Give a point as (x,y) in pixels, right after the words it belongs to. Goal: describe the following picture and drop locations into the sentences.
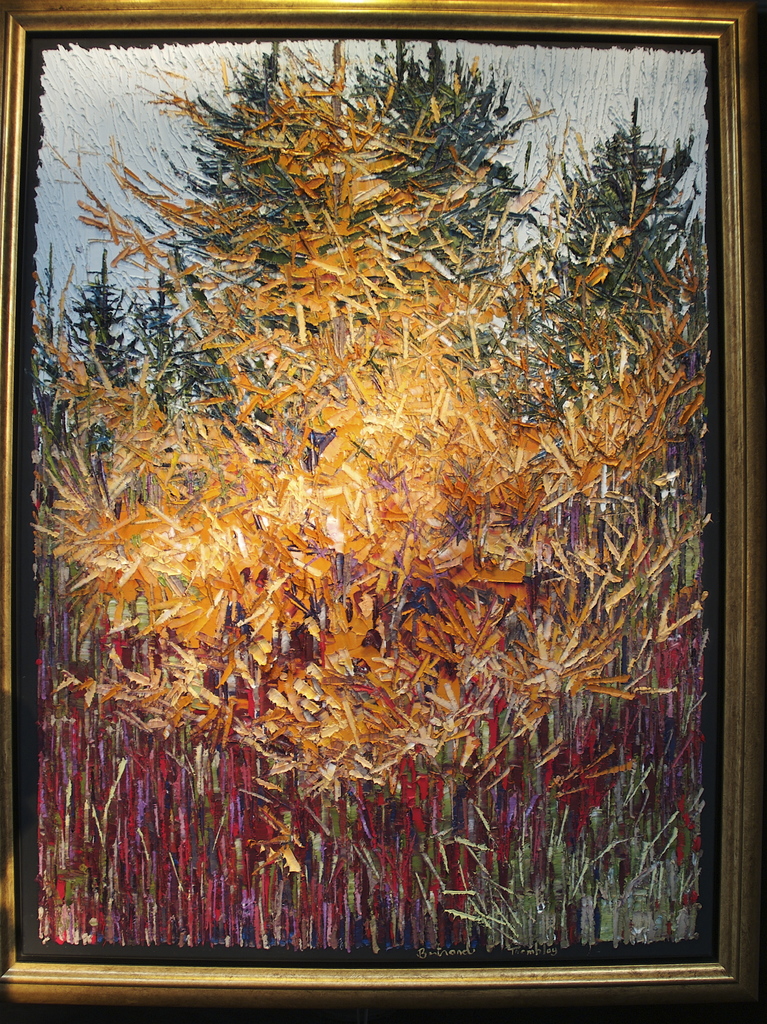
In the picture there is a photo frame (535,982), on that there is some abstract painting (443,393).
